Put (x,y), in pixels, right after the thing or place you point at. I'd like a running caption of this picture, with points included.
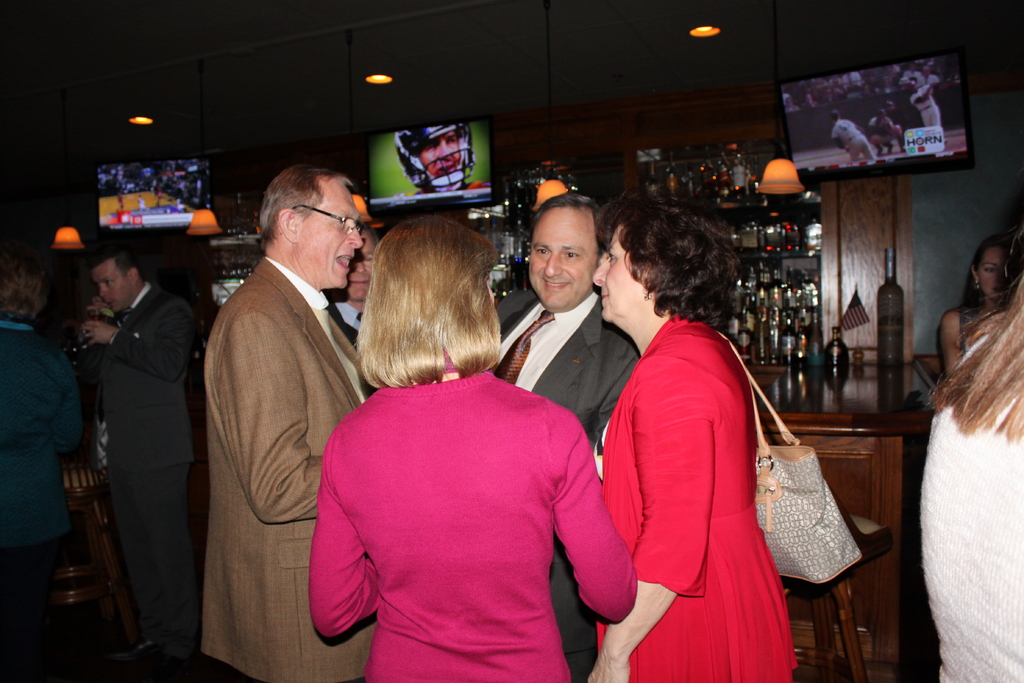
In this image we can see people (588,513) standing on the floor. In the background (809,235) there are beverage bottles (769,338) in the shelves (763,219), display screens (403,144) and electric lights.
